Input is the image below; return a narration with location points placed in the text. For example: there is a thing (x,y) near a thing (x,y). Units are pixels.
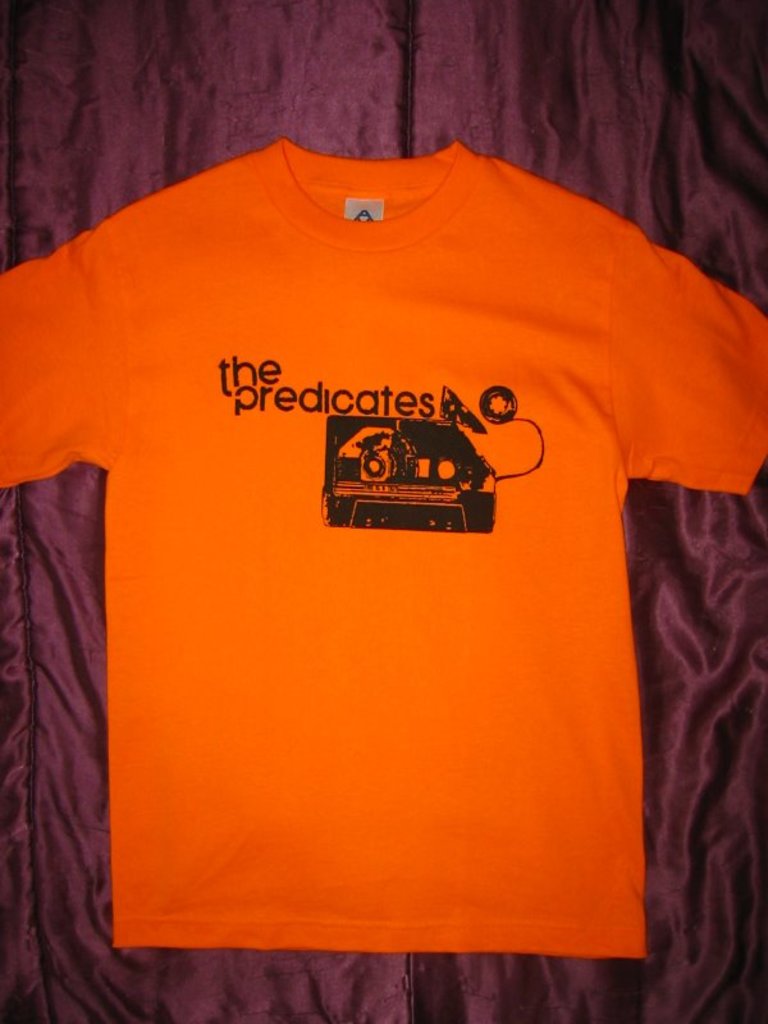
In this image I can see the shirt (562,681) in orange color and I can see the purple color background.
